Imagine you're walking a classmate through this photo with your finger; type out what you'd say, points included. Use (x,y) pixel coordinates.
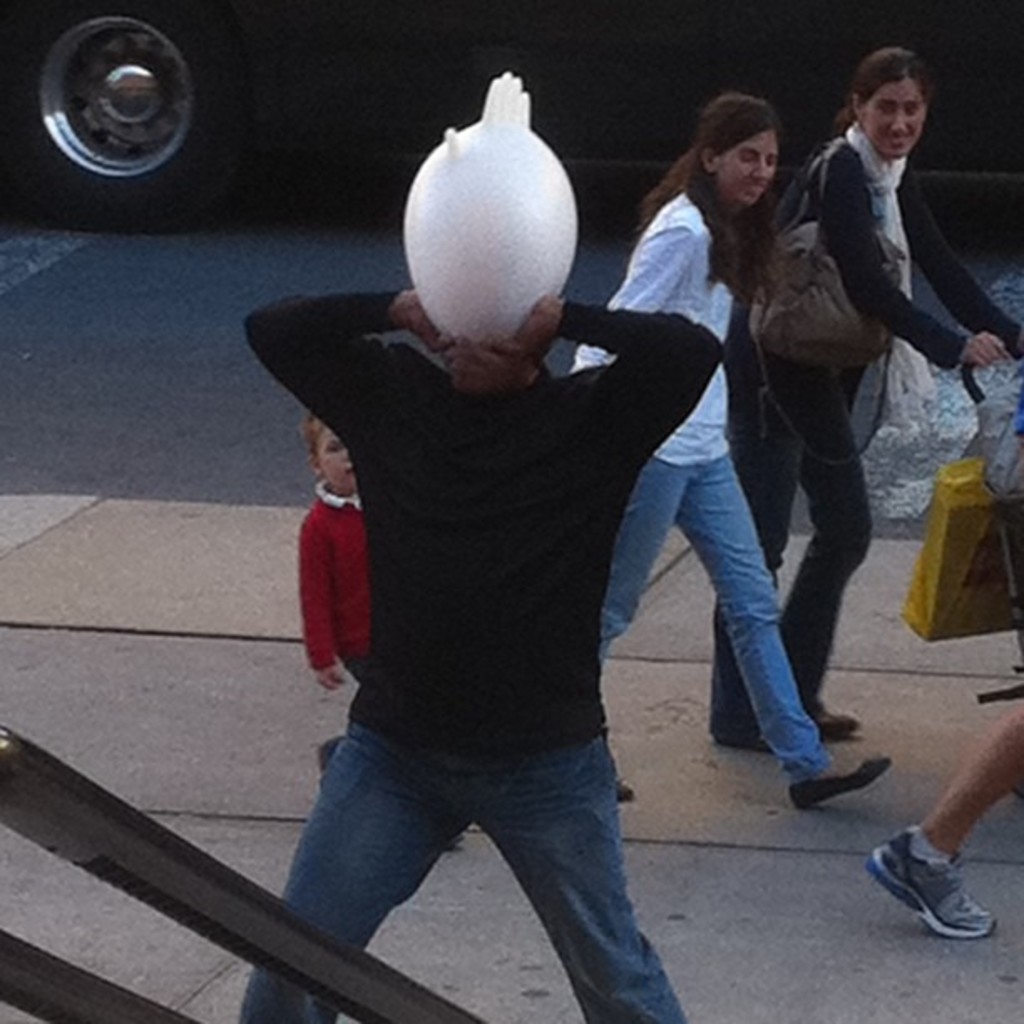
In this picture there is a person (571,805) with black jacket (584,417) is standing and holding the object (512,123) and there are group of people (823,500) walking on the footpath (963,695). At the back (55,169) there is a vehicle (643,29) on the road (226,375). In the foreground (443,1011) it looks like a rod (284,942).
